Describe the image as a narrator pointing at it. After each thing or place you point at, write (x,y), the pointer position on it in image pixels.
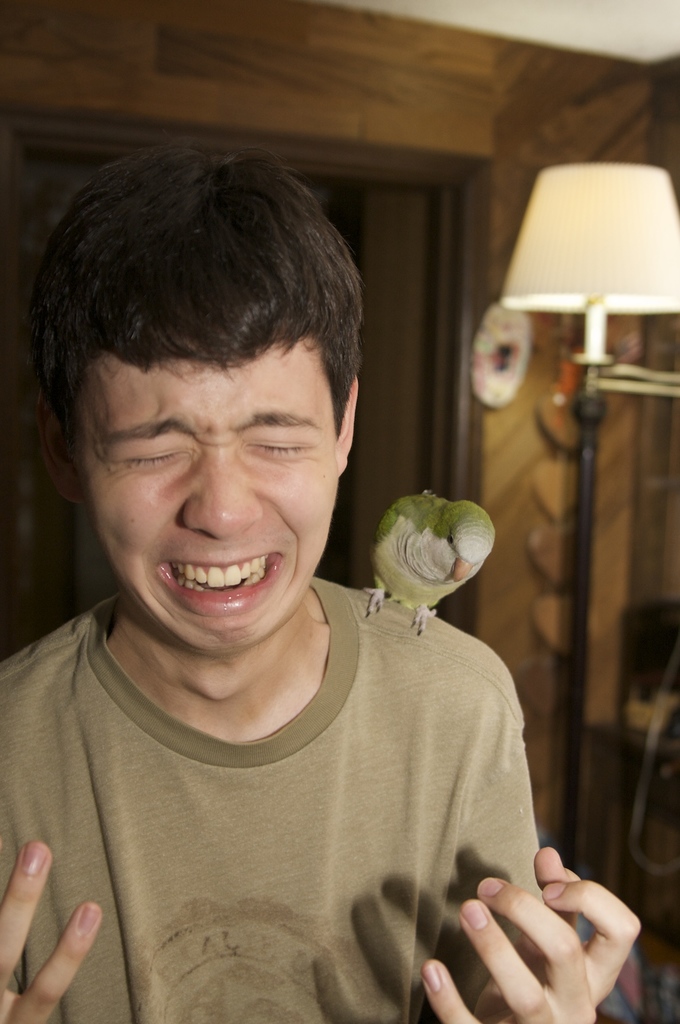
In the middle of the image (305,620) a person (89,392) is standing and crying, on his shoulder (416,658) there is a bird (469,545). Behind him there is wall (497,106) and lamp (585,178).
